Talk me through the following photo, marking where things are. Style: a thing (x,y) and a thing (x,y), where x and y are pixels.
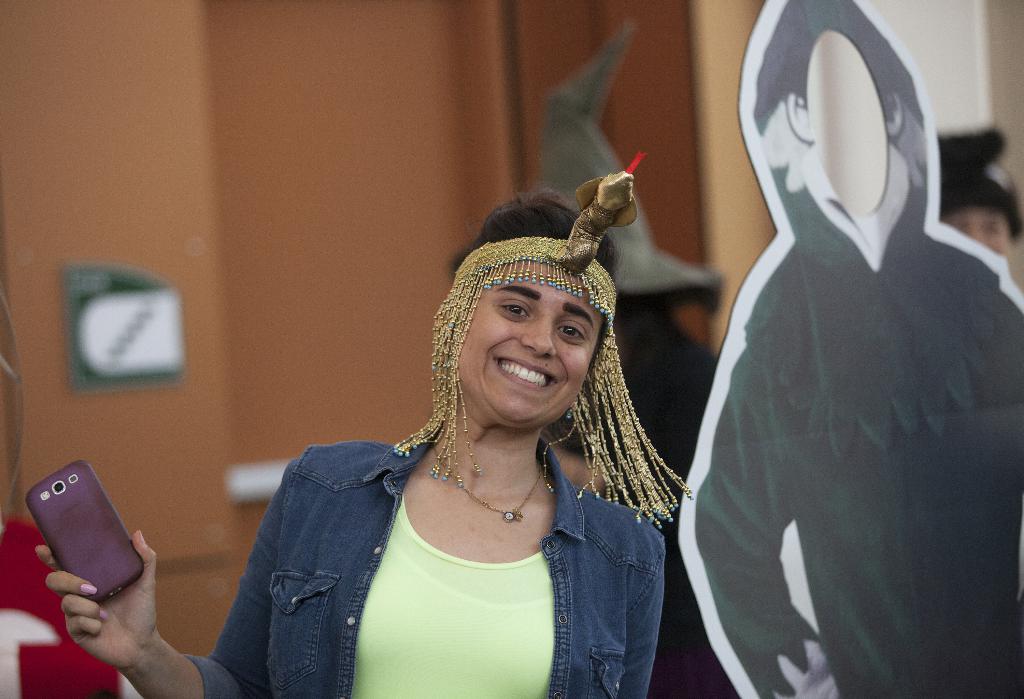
In this image we can see a lady (507,512) wearing headband (517,241) on her head (555,331) and holding a mobile phone (94,559) in her hand (99,621). There is a board (1006,381) beside her.
